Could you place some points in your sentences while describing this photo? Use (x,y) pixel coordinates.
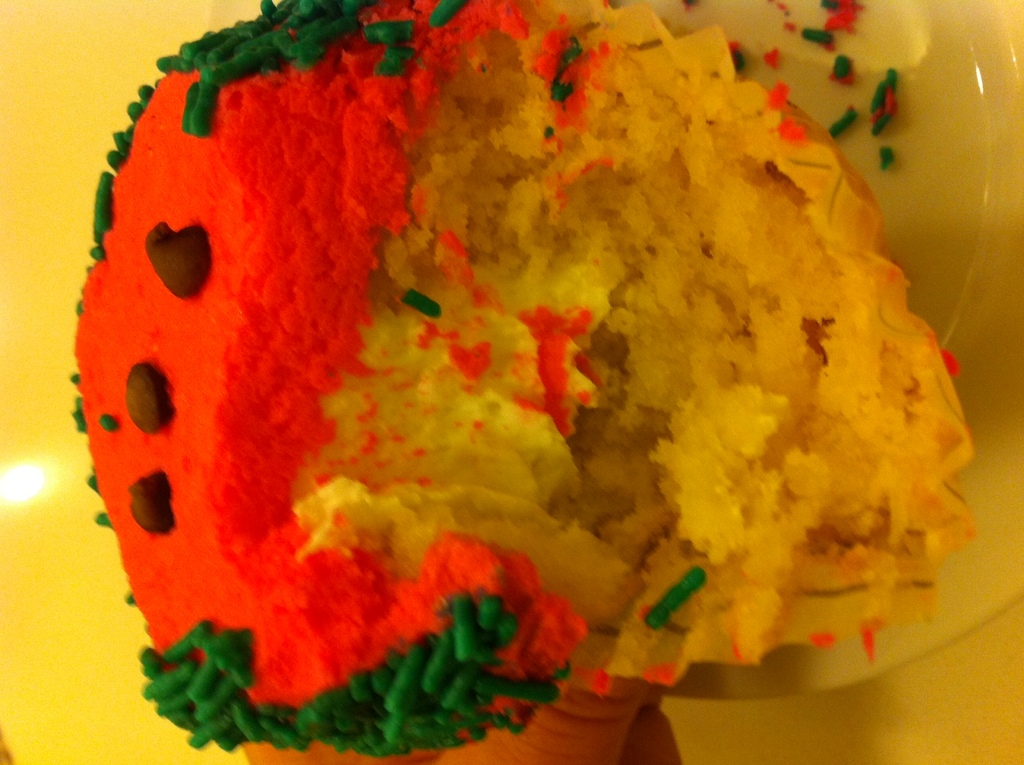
In this picture we can see a colorful cupcake (443,457).
